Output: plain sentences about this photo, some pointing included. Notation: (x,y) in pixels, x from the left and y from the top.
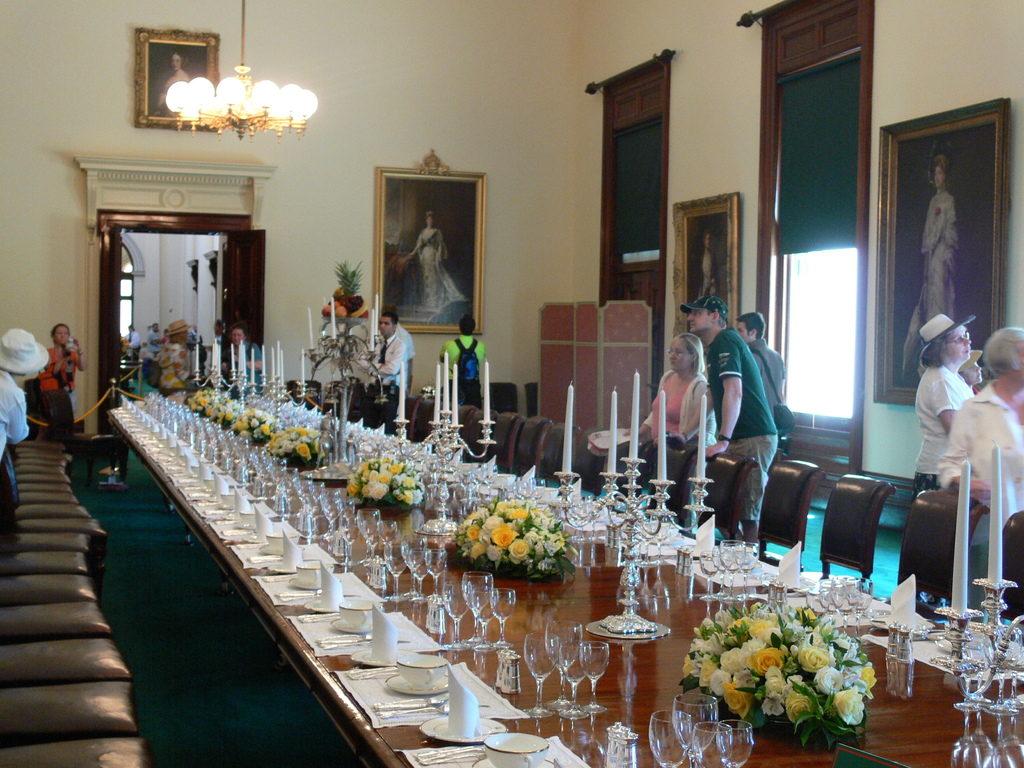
In the picture we can see a people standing near the chair (8,550) and table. On the table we can find cup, saucers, tissues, glasses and some decorative flowers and candle stand (612,449). In the background (86,305) we can find photo frames (457,319), door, wall (74,302), to the ceiling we can find lights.
